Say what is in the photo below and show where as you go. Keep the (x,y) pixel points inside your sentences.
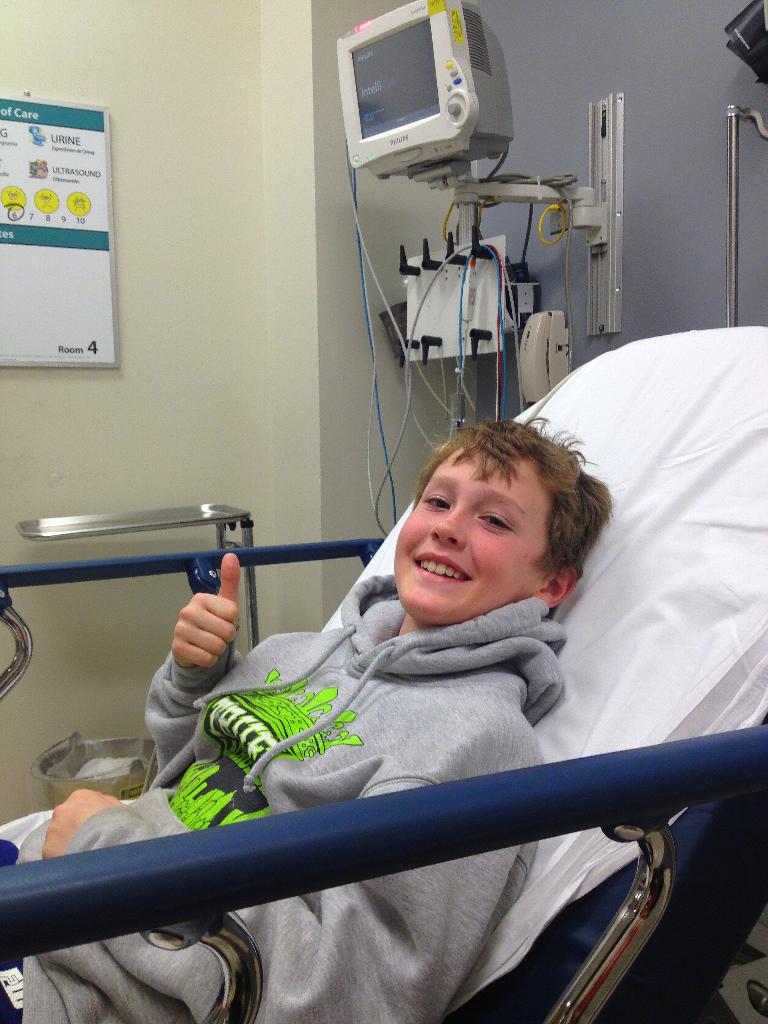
In this image in the front (290,662) there is a boy (275,709) laying on the bed (610,562) and smiling and in the background (448,155) there is a monitor (414,156) on the stand (592,231) and there are instruments (429,360) and there is a board (83,260) on the wall (26,593) with some text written on it.
